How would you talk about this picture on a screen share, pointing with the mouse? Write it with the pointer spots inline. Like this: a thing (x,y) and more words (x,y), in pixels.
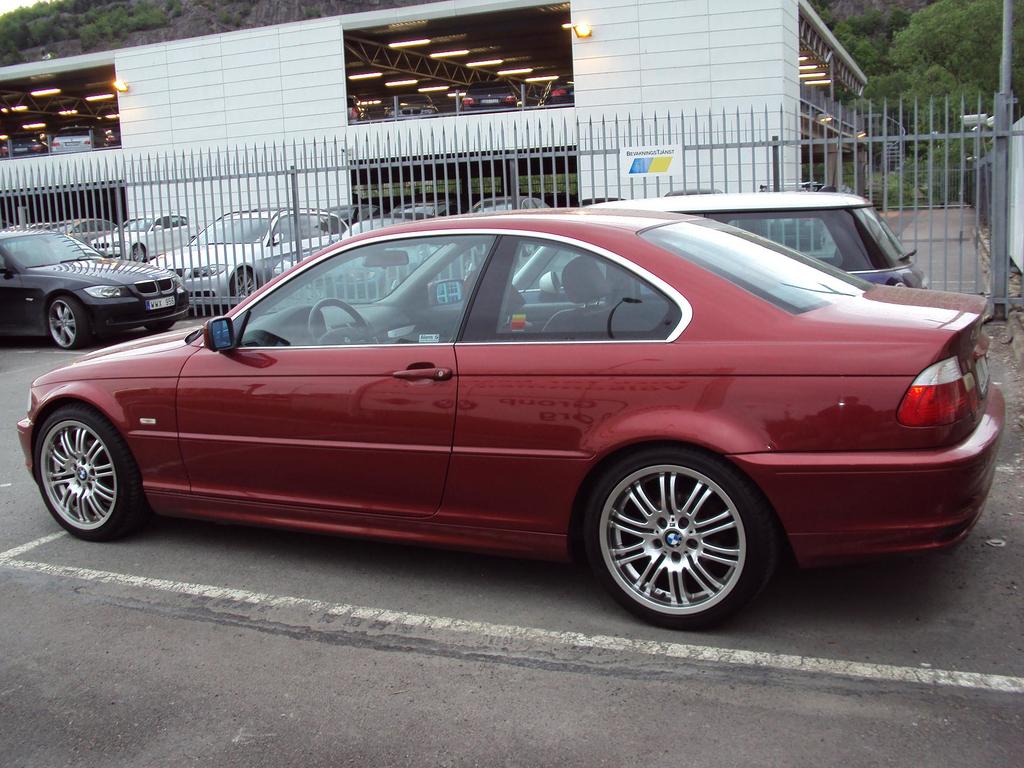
In this image there is a car (276,397) on a road (352,579), behind that car (244,336) there is a fencing (779,168), in the background (536,195) there are cars (261,258) and shed (699,12) and a mountain (872,39).
